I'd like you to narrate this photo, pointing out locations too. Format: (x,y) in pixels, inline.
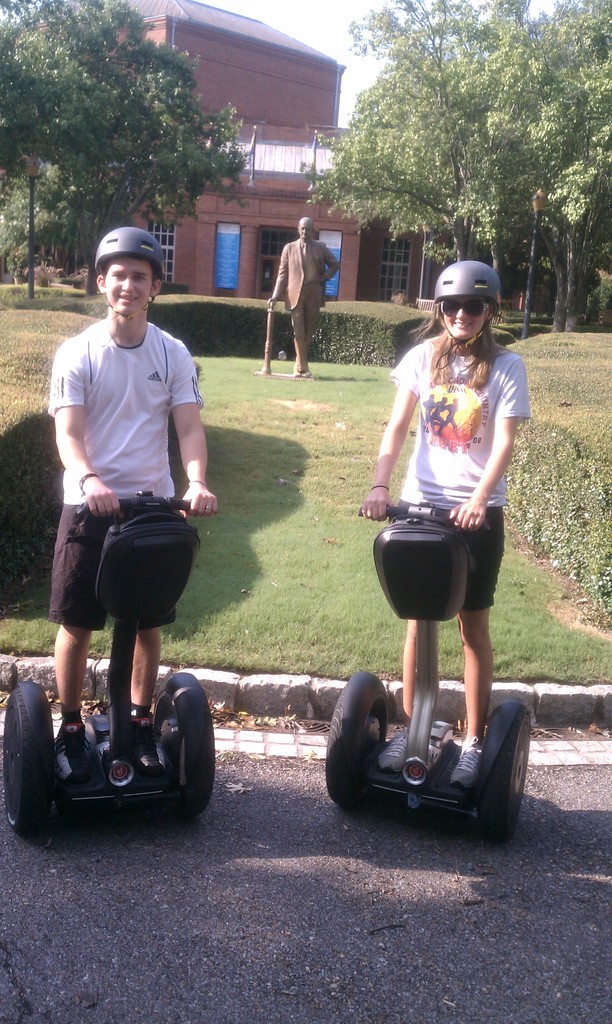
In this image we can see two people (156,742) standing on the segways (187,757). In the background (302,268) there is a sculpture (294,274) and we can see buildings (267,189). There are trees (542,172). We can see hedges (16,418). There is sky (352,60).
